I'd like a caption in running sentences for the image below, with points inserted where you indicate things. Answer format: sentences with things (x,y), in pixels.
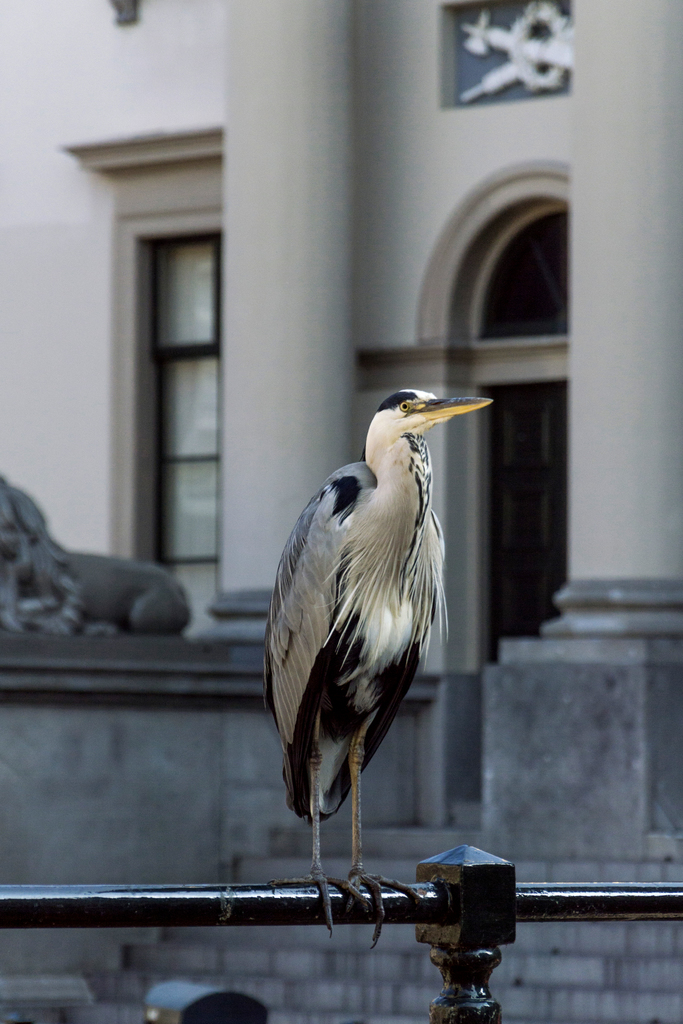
In this image I can see a bird (322,806) standing on the rod (291,907). In the background (326,392), I can see the pillars (250,268) and the wall (80,119).
